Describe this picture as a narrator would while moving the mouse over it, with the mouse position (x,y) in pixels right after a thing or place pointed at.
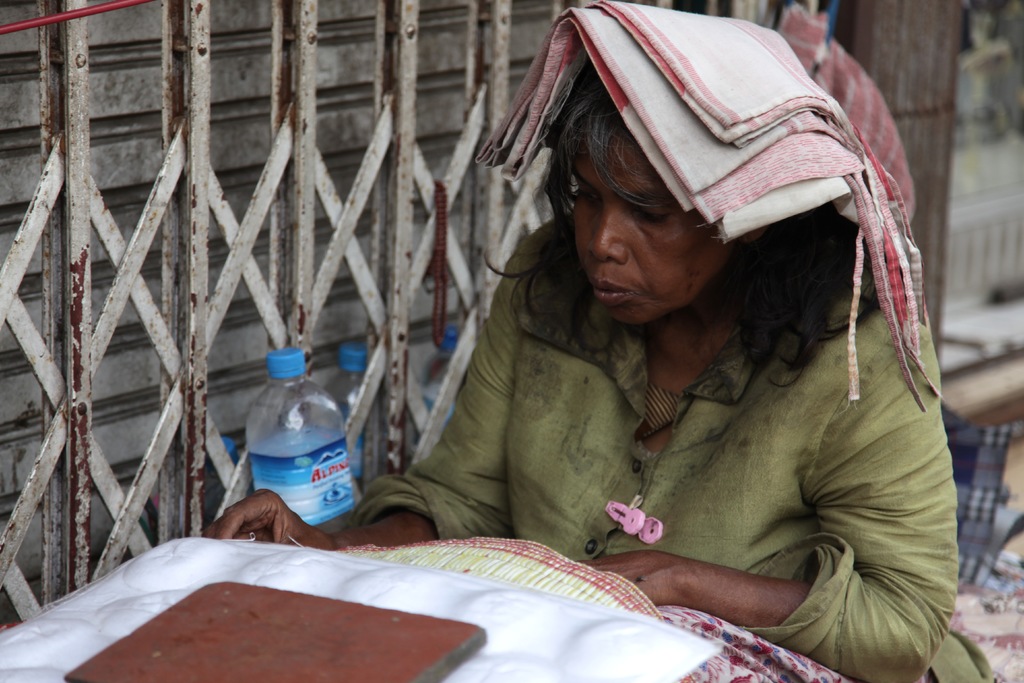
Woman (720,429) sitting there is bottle (290,455) and cloth (727,108).
